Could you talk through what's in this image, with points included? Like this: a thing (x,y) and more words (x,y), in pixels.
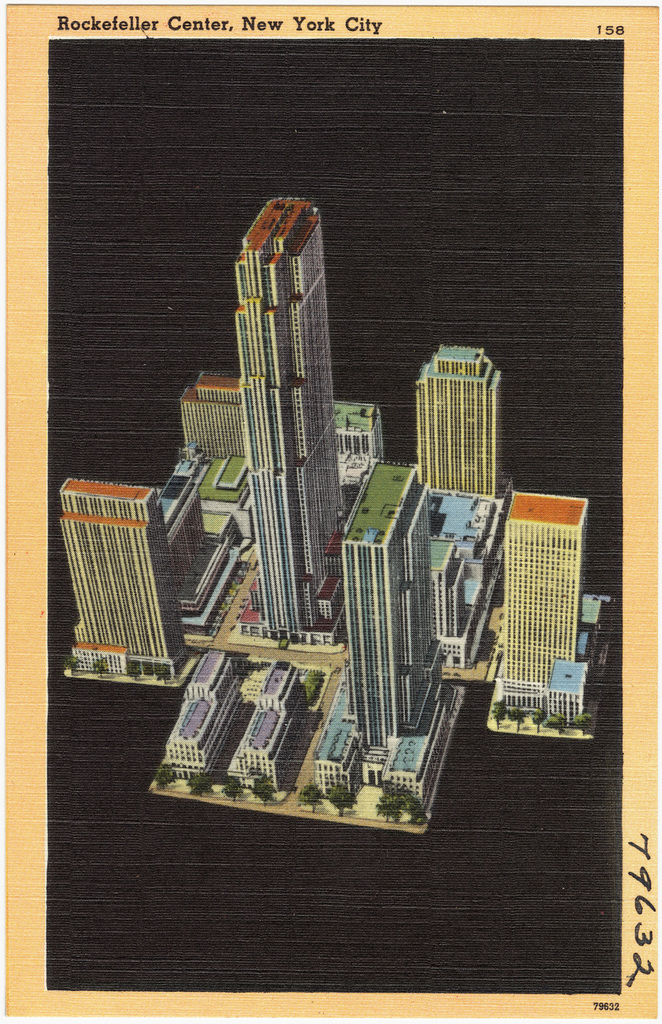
In the image there are buildings (306,574) and trees (349,807). And there is a black background (144,723). At the top of the image (133,29) and on the right side of the image (599,1009) there is something written on it.
